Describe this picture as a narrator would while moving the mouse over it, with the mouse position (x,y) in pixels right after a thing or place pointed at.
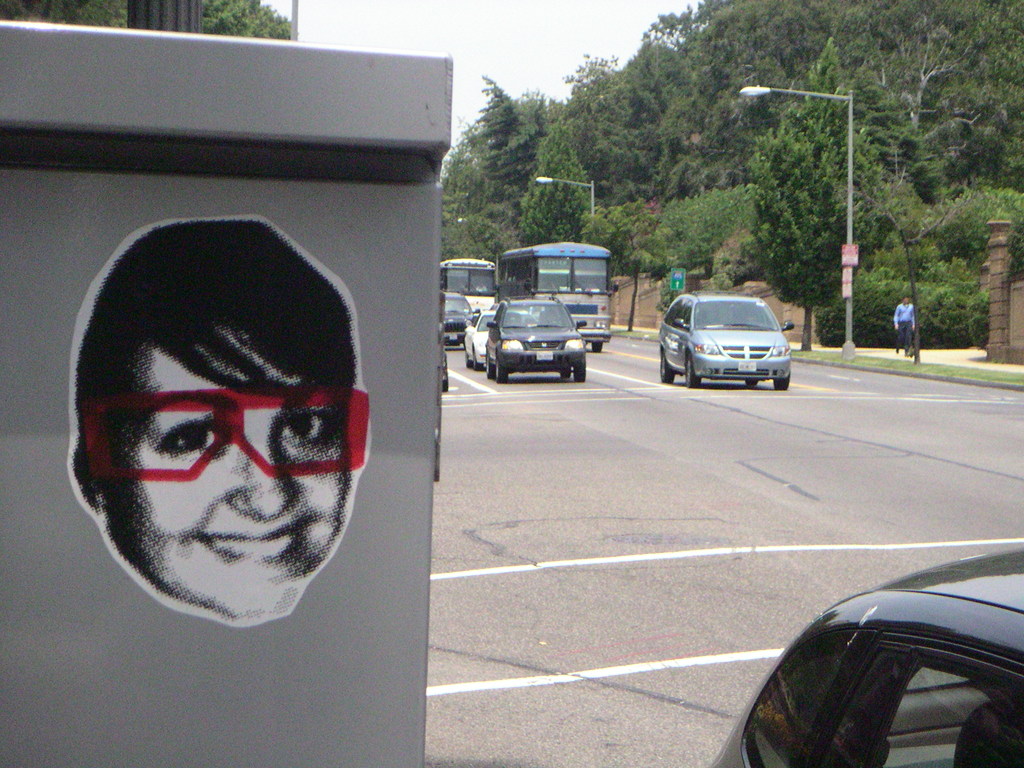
In this image we can see a photo (180,393) of a person (295,514) pasted on the wall (377,467). In the center of the image (477,328) we can see group of vehicles (713,370) moving on the road (753,425). To the right side of the image (901,318) we can see a person (908,338) walking on the path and group of poles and in the background (976,336), we can see a group of trees (627,131) and the sky (582,43).
